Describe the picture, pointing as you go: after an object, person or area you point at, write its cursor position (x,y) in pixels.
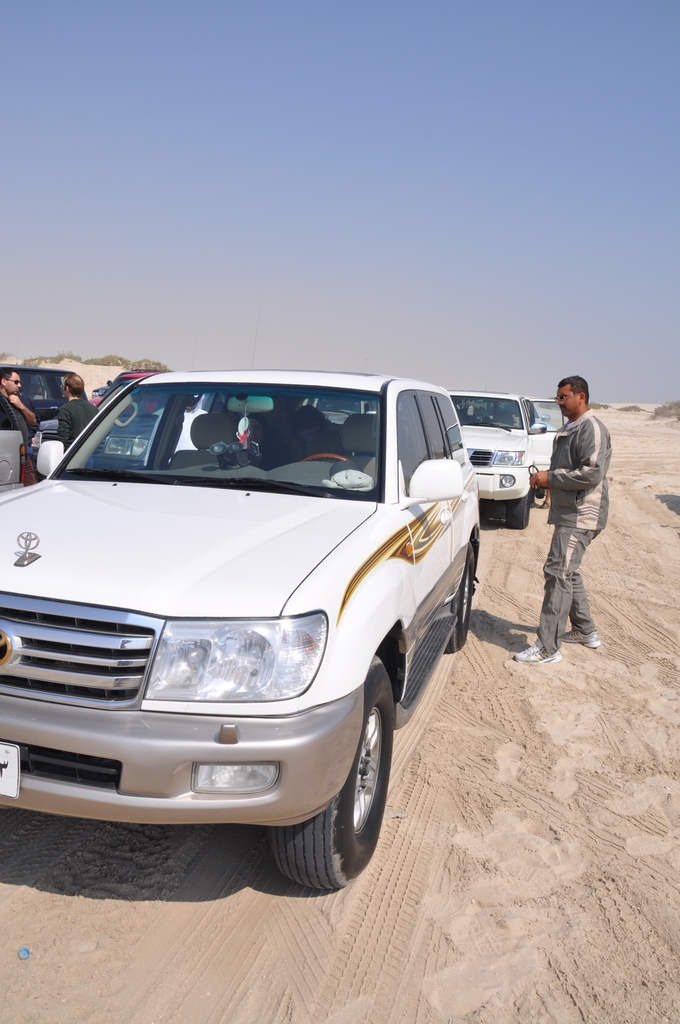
In this image we can see many vehicles (286,520). There are few persons (65,440) at the left side of the image (80,425). We can see a person (575,523) and holding an object (539,493) in his hand (543,485) at the right side of the image (563,477). We can see the sky (407,205) in the image.
